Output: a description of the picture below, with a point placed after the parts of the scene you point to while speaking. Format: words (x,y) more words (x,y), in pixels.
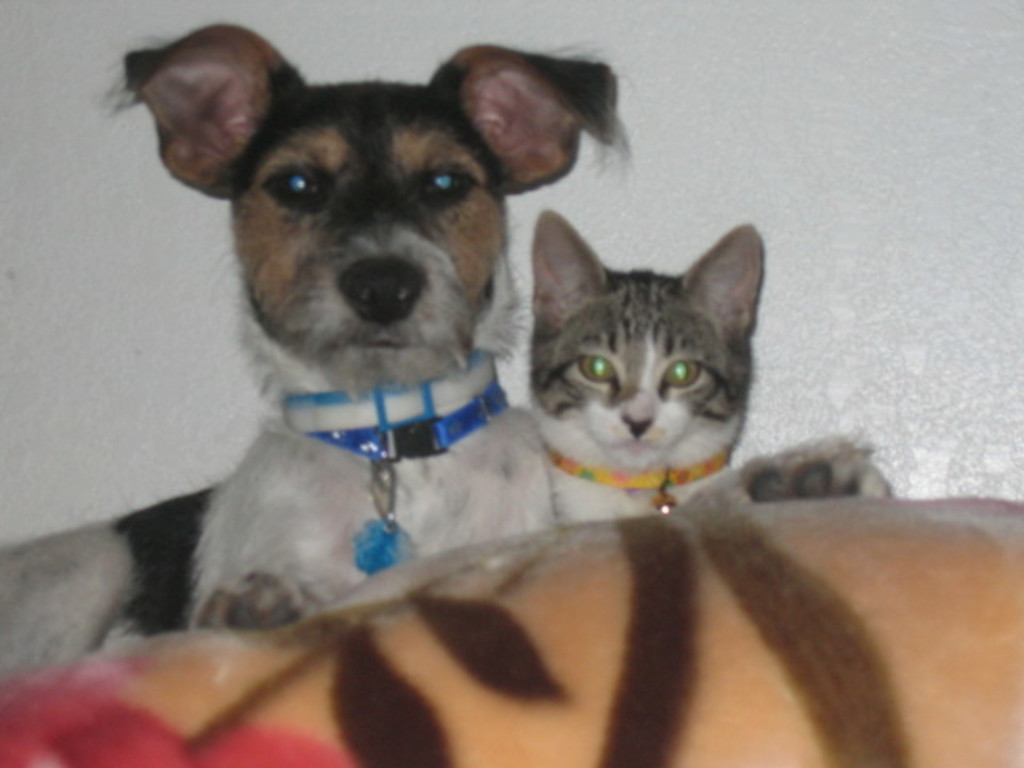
in this image there is a dog (441,277) and a cat (570,392). In the background (635,113) there is white wall (87,7). In the foreground (422,638) there is something.
